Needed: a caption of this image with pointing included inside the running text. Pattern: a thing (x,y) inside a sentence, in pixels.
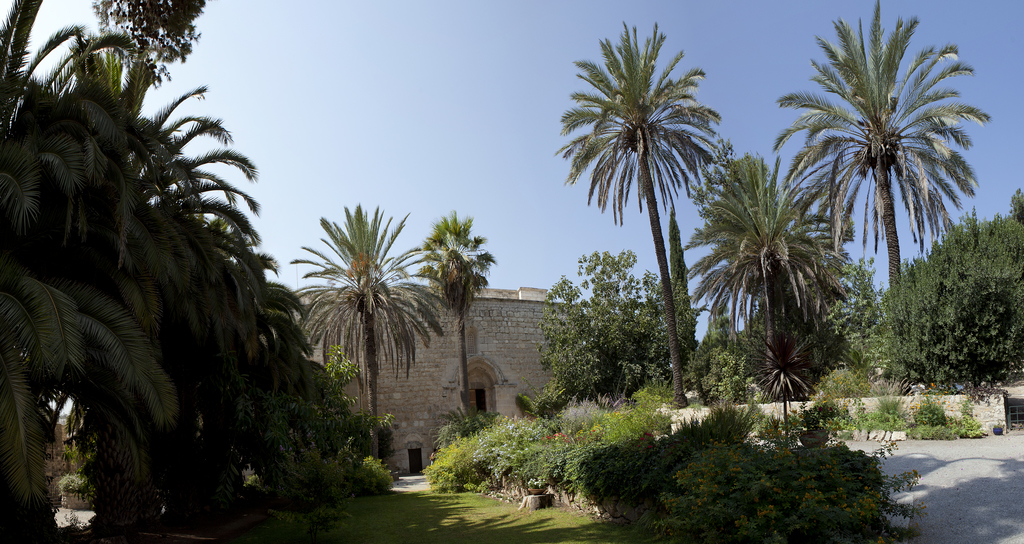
In this image I can see a building (379,359), in front (343,361) the building (394,411) I can see trees (915,275), bushes (481,428), grass (357,518), at the top (402,73) I can see the sky (313,62).
